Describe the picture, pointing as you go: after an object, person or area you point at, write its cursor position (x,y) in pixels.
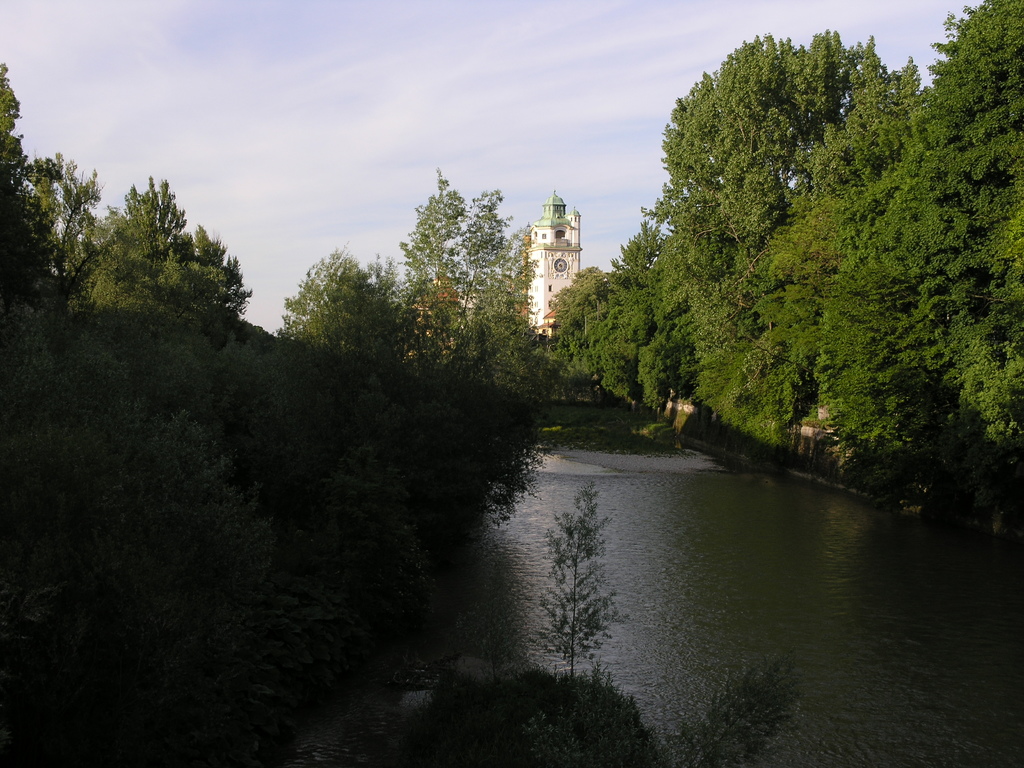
In this images at the bottom (539,640) there is a river (655,638), and there are some plants (210,620). And on the right side (747,316) and left side of the image (251,496) there are some trees (415,321), and in the background (570,253) there is a tower (549,262). At the top of the image (329,94) there is sky (288,169).
